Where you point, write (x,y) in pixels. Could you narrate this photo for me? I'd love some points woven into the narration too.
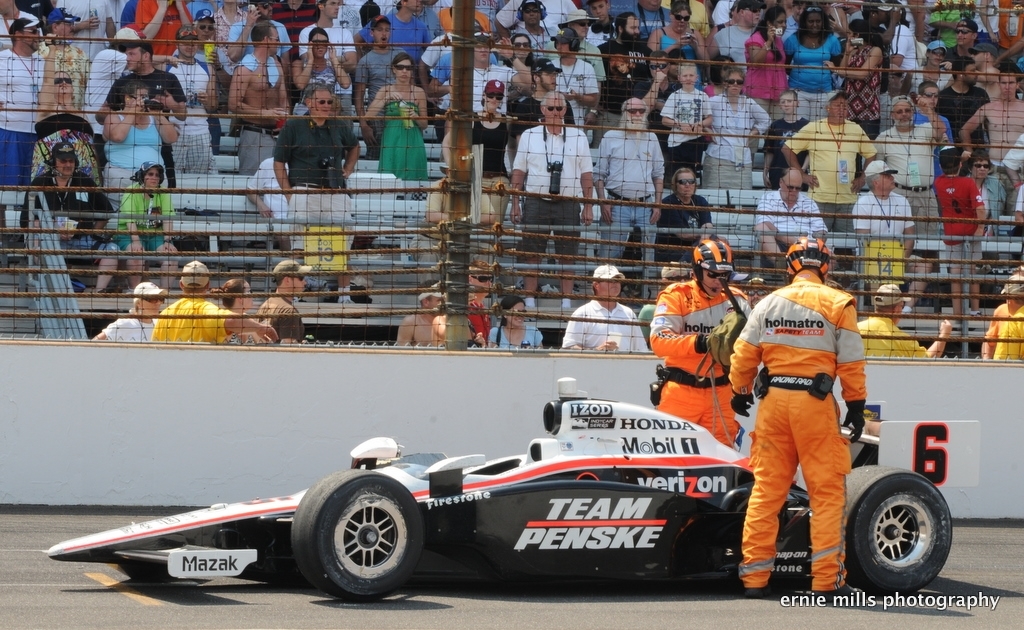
In this picture, there is a vehicle (532,491) at the bottom (615,565), it is facing towards the left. Beside the vehicle (749,467), there are two men (788,360) wearing orange jackets (793,321). On the top (453,205), there is a fence (453,205). Behind the fence (464,330), there are people (648,142) staring at the vehicle (662,511).
